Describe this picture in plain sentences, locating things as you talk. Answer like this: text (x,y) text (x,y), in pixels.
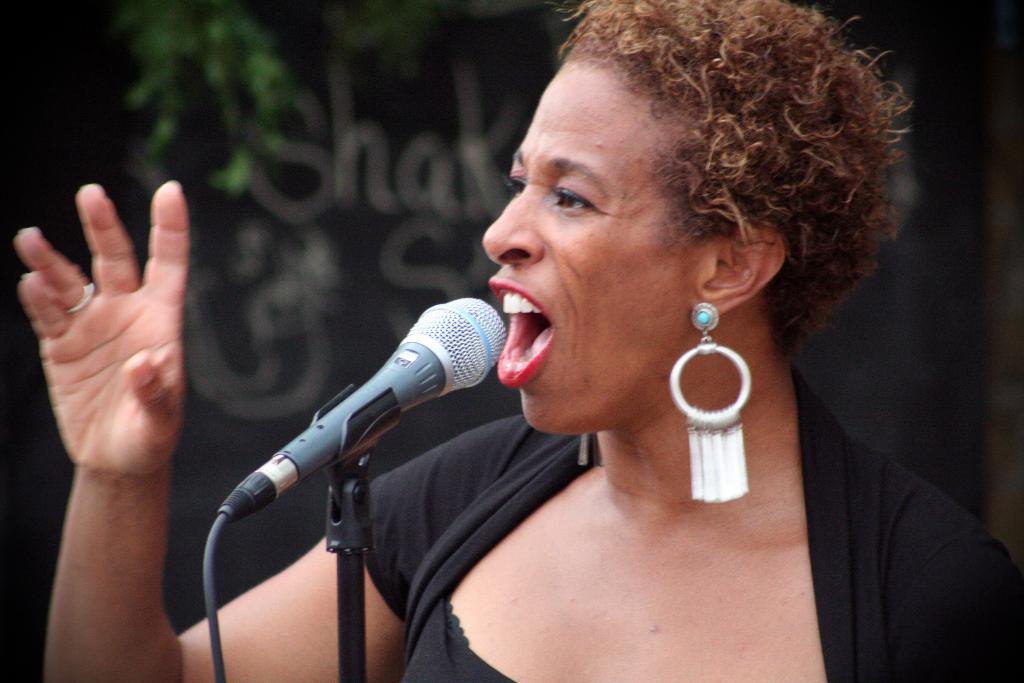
In this image we can see a woman (618,458) standing near the mic (433,334) and a dark background (976,340).
